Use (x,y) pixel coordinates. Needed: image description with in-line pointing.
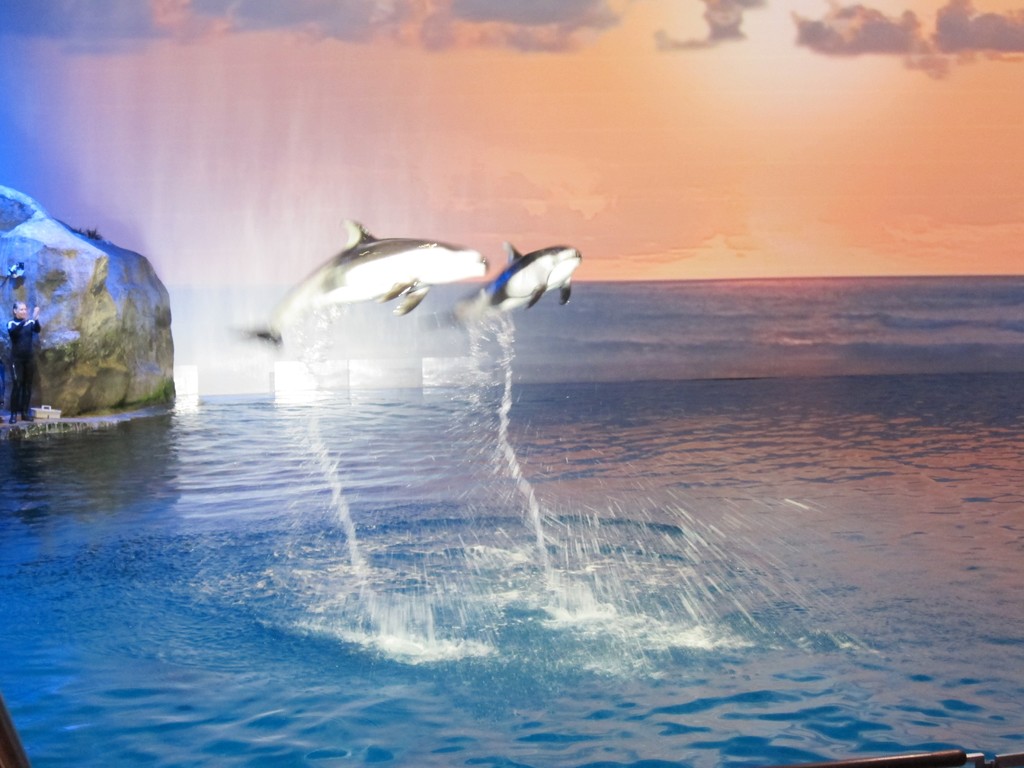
In this picture we can see a person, here we can see water (190,485), stone (96,349), dolphins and we can see sky (811,118) in the background (815,104).
